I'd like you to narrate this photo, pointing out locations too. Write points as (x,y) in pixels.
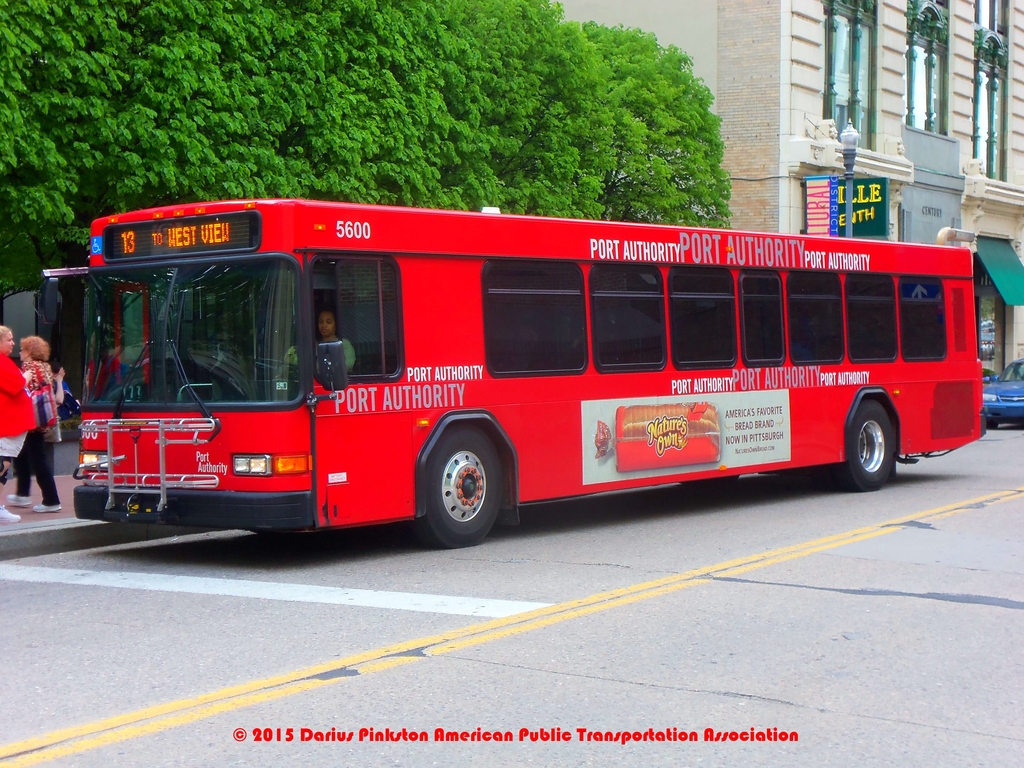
In this image, we can see a bus (481,436) and blue vehicle (999,404) on the road (612,653). Here we can see a person (331,336) is there inside the bus (334,350). On the left side of the image (49,504), we can see people (22,470) are on the walkway (68,497). Background (458,162) we can see trees (396,160), building (831,110), wall (815,105), pole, banners (858,229), stall (1002,282) and glass objects (999,7). At the bottom of the image (471,742), we can see the watermark (452,735) in the image.
